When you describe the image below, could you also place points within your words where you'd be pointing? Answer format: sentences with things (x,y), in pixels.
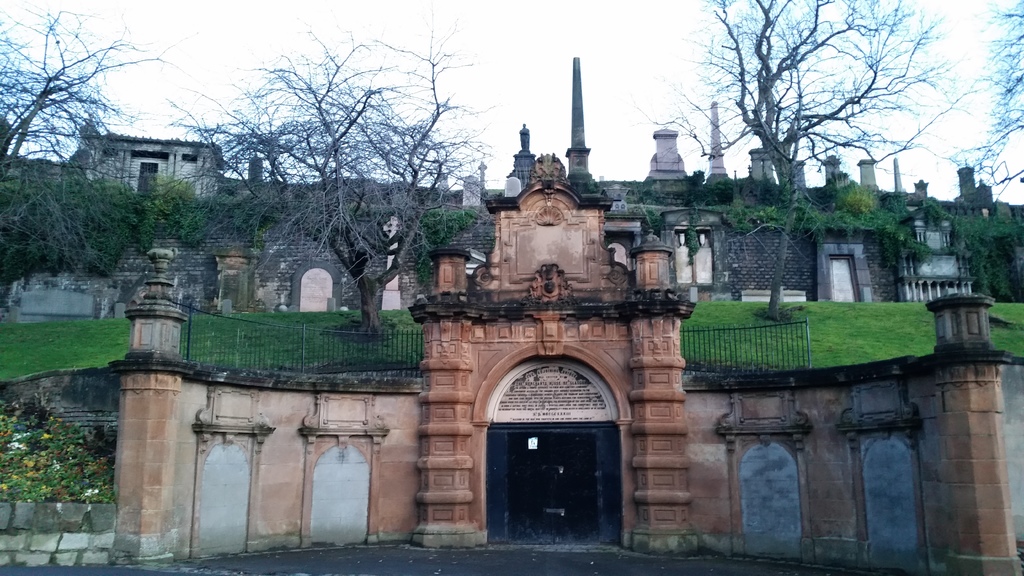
In this image I can see the buildings (523,434). On both sides I can see the railing (412,365) and trees (244,195). To the left (61,486) I can see the flowers (53,464) to the plants (47,474). In the background (470,146) I can see the sky (388,4).
